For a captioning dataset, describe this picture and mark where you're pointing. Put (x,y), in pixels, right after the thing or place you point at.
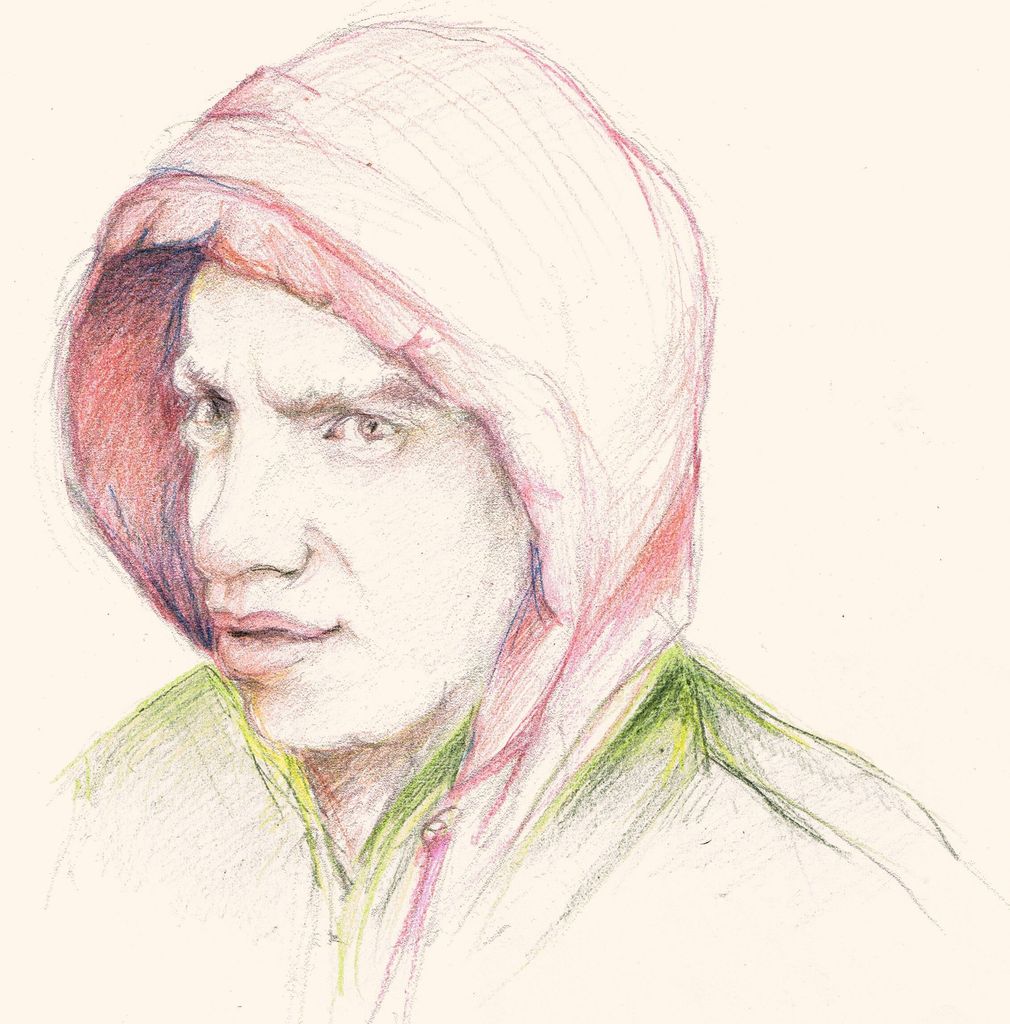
This image consists of a paper (689,332) with a sketch (202,741) of a man (442,536) on it.
